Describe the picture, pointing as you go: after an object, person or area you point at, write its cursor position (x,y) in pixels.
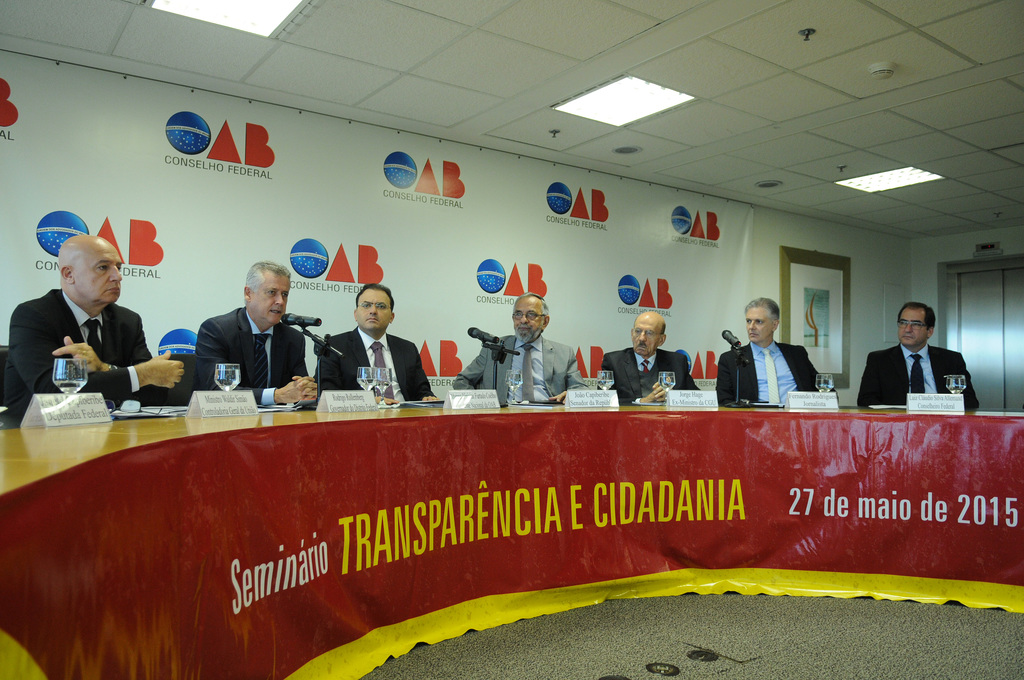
As we can see in the image there are few people (105,327) sitting on chairs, photo frame (832,366) and banner (332,190). On table (35,445) there are glasses (521,390) and mics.
